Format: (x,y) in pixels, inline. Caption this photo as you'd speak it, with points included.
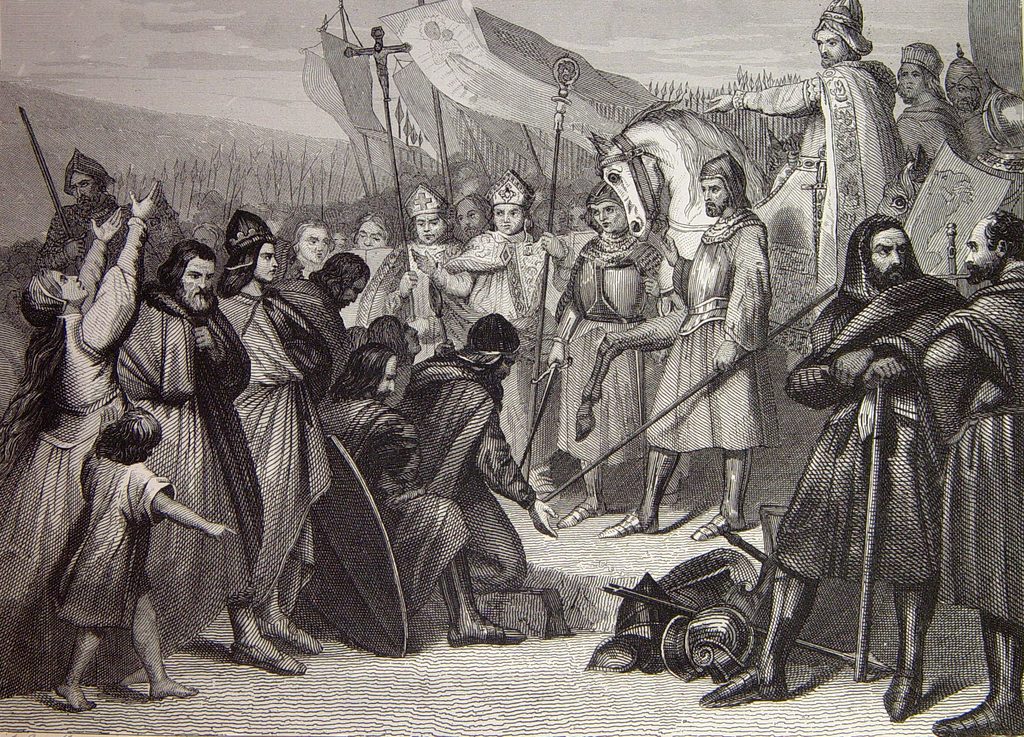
In this image there is a sketch (473,499) of a few people (831,421) standing and holding some objects (557,175) in their hands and there are some flags (420,69), there are few objects (720,640) on the surface (479,698).
